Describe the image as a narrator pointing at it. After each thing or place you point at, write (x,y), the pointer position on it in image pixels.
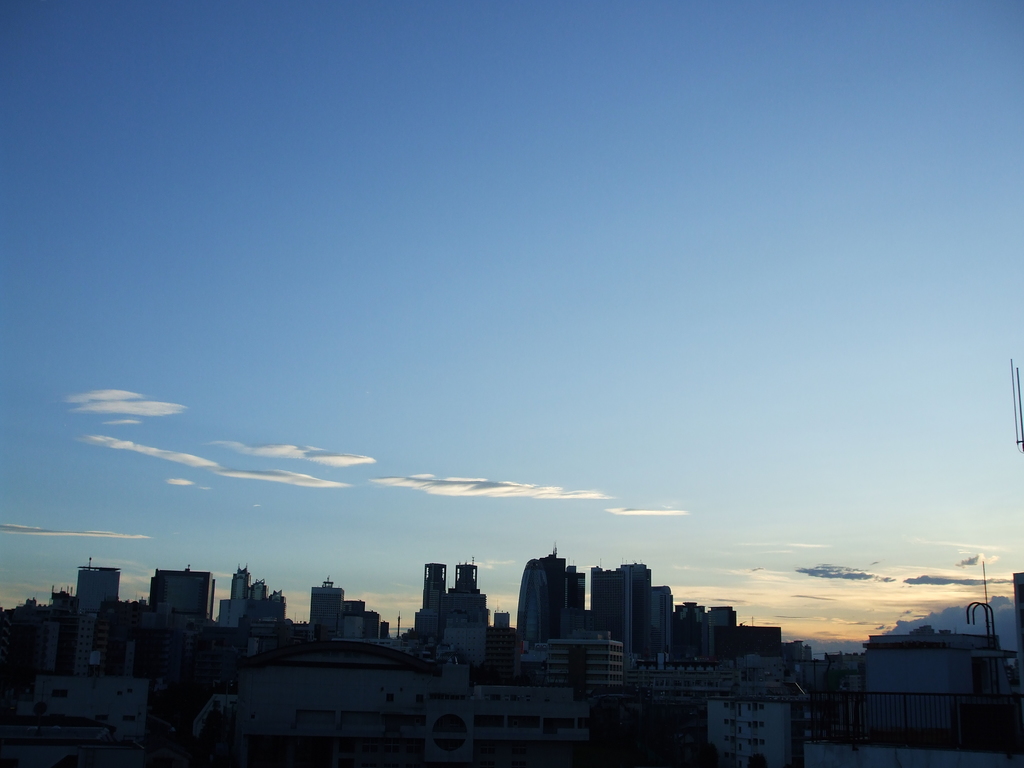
This part of the image is dark where we can see buildings (528,760) and the sky (638,242) with clouds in the background (505,423).
